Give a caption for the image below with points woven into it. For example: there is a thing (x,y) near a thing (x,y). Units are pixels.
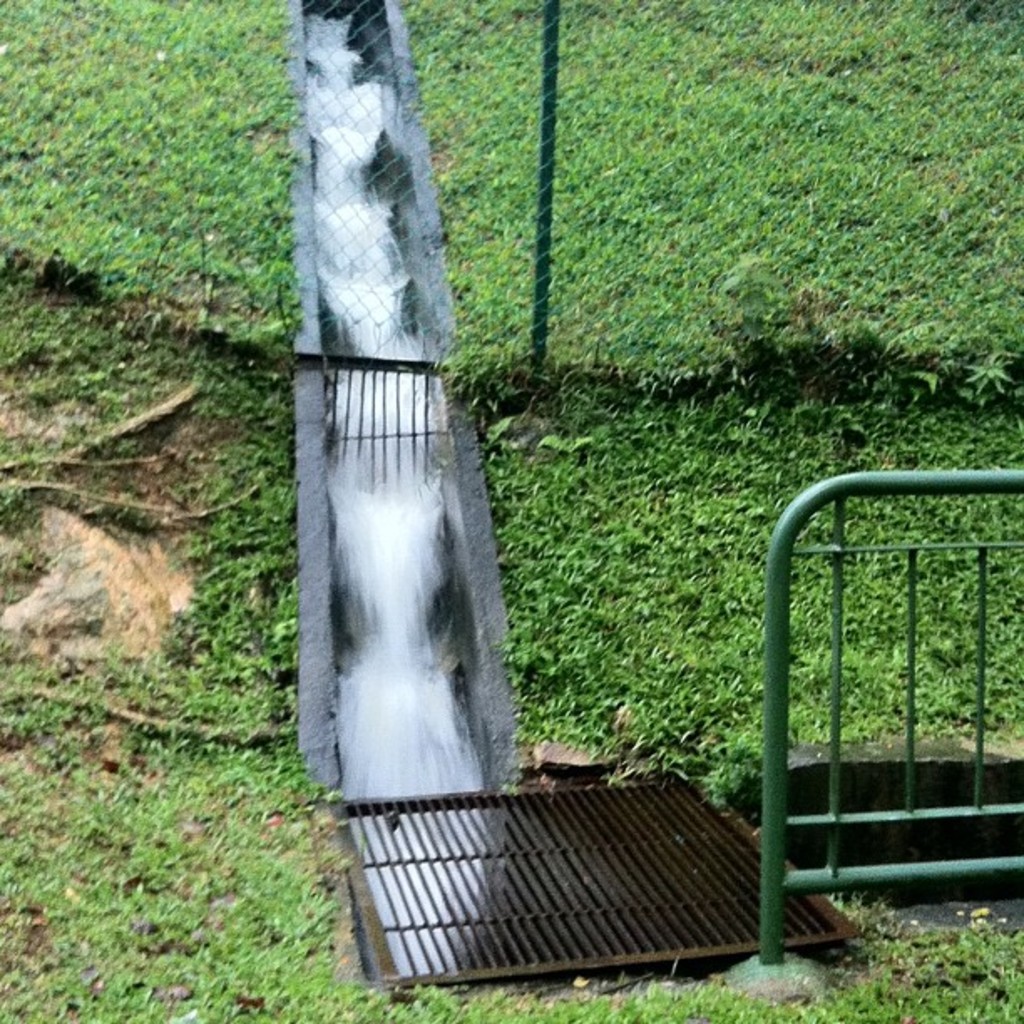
In this image we can see water (376,537) flowing on a structure (484,625) looks like a dam (489,643) and there is a railing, a grille (624,851) and grass (491,185).
